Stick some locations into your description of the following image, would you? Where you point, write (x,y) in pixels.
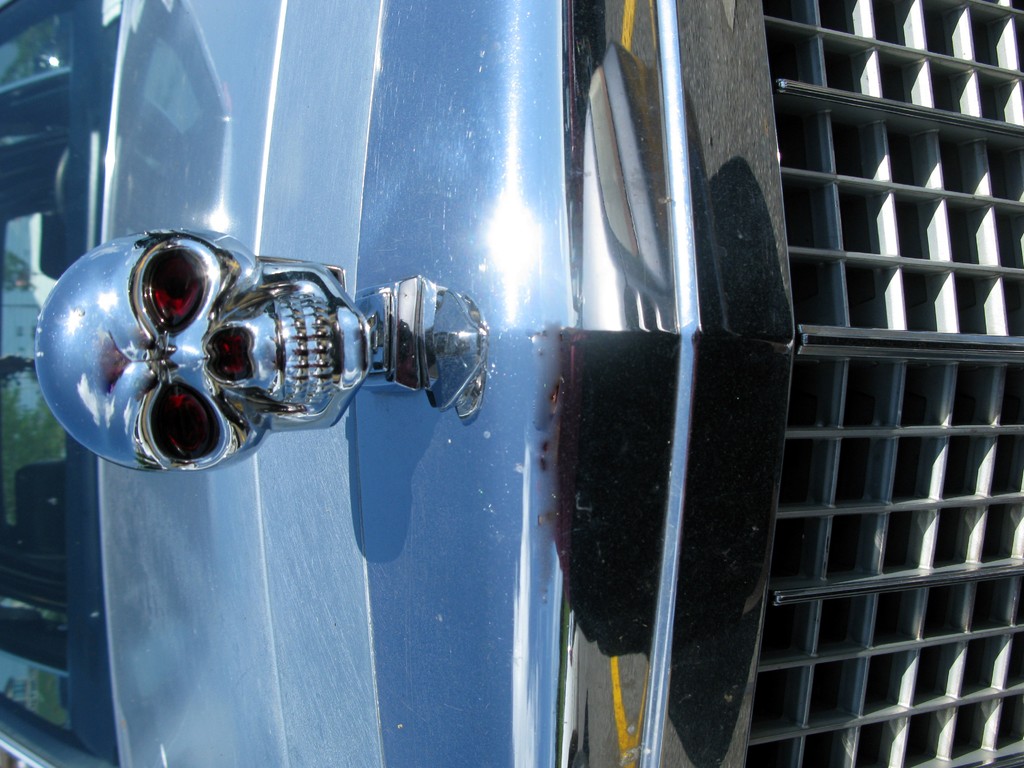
This image contains a vehicle (480,517) having a skull structure (262,368) at the front side of vehicle (597,367). Left side of image (42,654) there is a window (66,545) of the vehicle (177,159) from which few trees (28,420) are visible.
